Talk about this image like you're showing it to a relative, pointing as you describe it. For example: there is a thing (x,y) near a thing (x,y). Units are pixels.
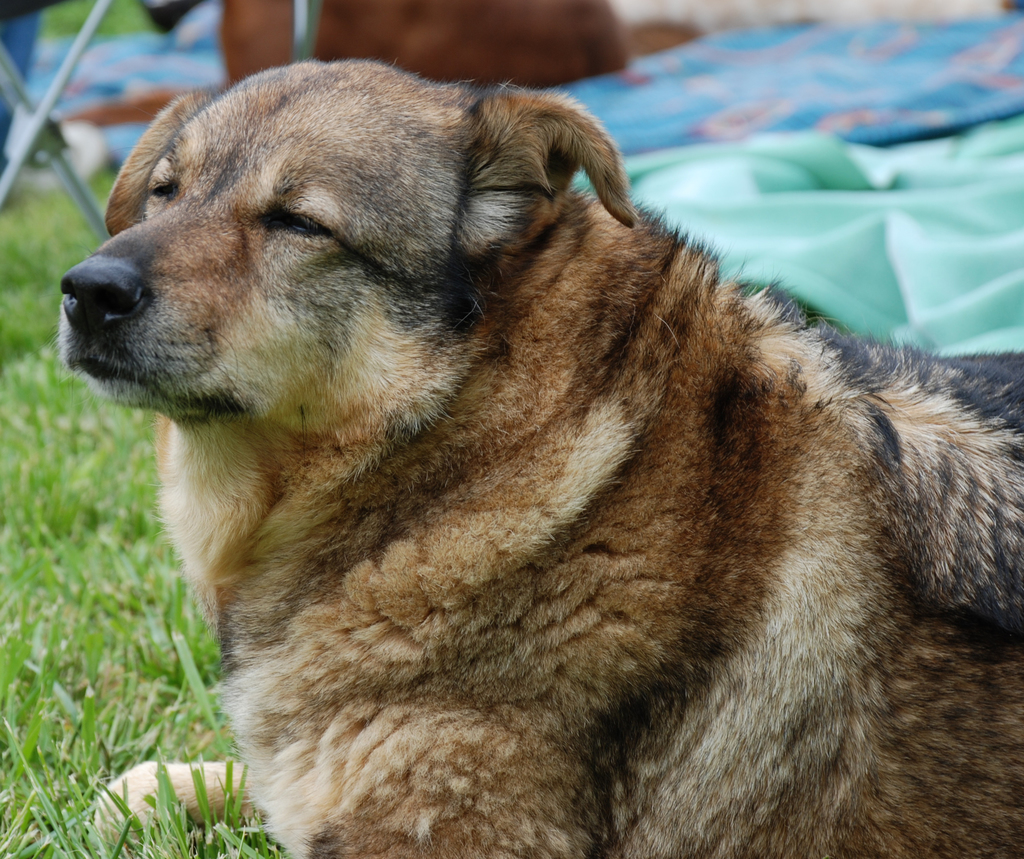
In the center of the image (538,436), we can see a dog (383,632) on the grass (163,679) and in the background (127,59), we can see a person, blankets (710,111) and there is a stand (42,97).
